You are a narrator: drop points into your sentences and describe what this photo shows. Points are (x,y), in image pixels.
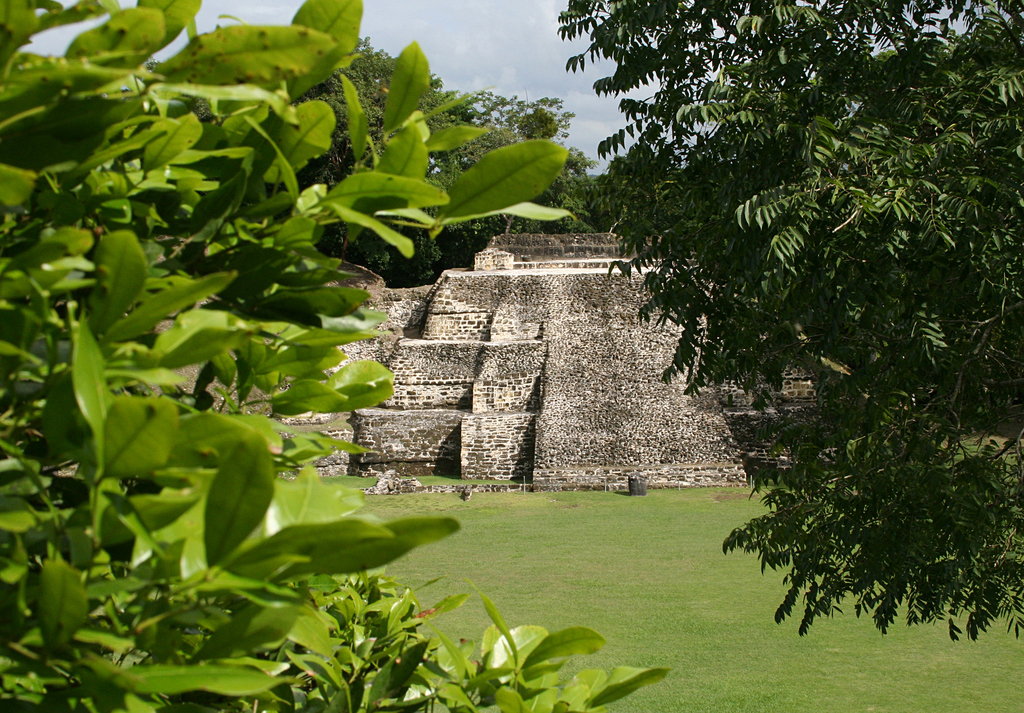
In the center of the image (416,328), we can see a fort (586,308) and in the background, there are trees (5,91). At the bottom (567,520), there is ground (663,567).
